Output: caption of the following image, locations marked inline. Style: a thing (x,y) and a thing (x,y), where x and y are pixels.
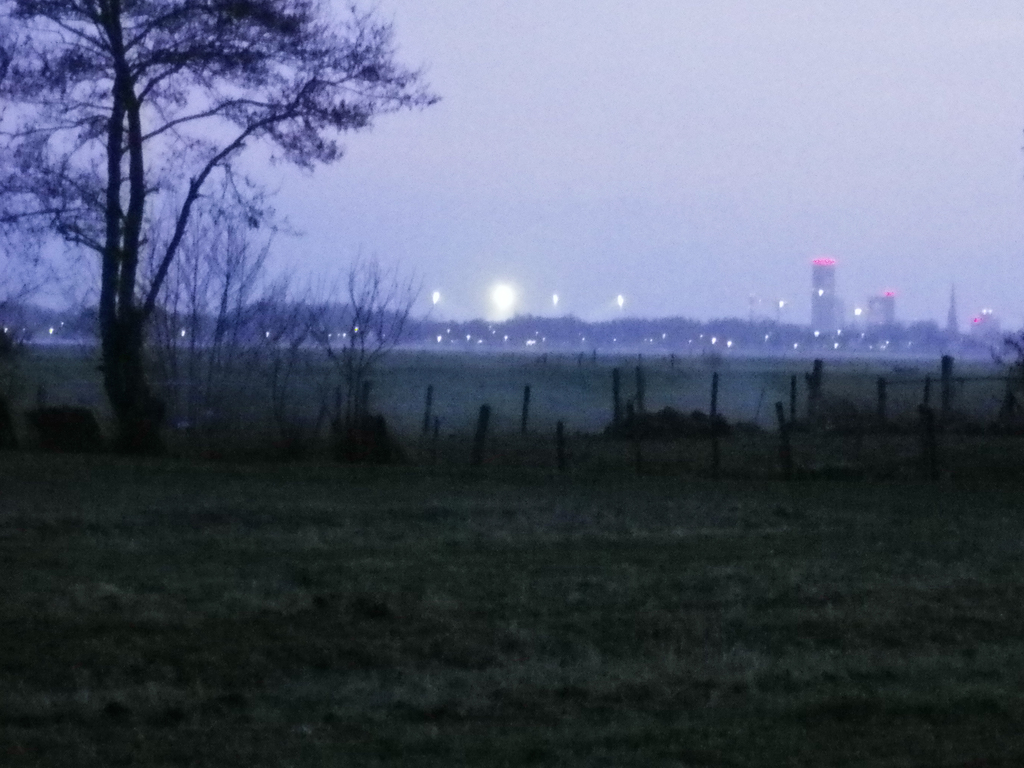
In this picture we can see a land (618,538) surrounded with fence (782,405) and a tree (120,391) at the fence (557,456) and in the background (473,209) we can see buildings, light (496,294), sky (603,179).
